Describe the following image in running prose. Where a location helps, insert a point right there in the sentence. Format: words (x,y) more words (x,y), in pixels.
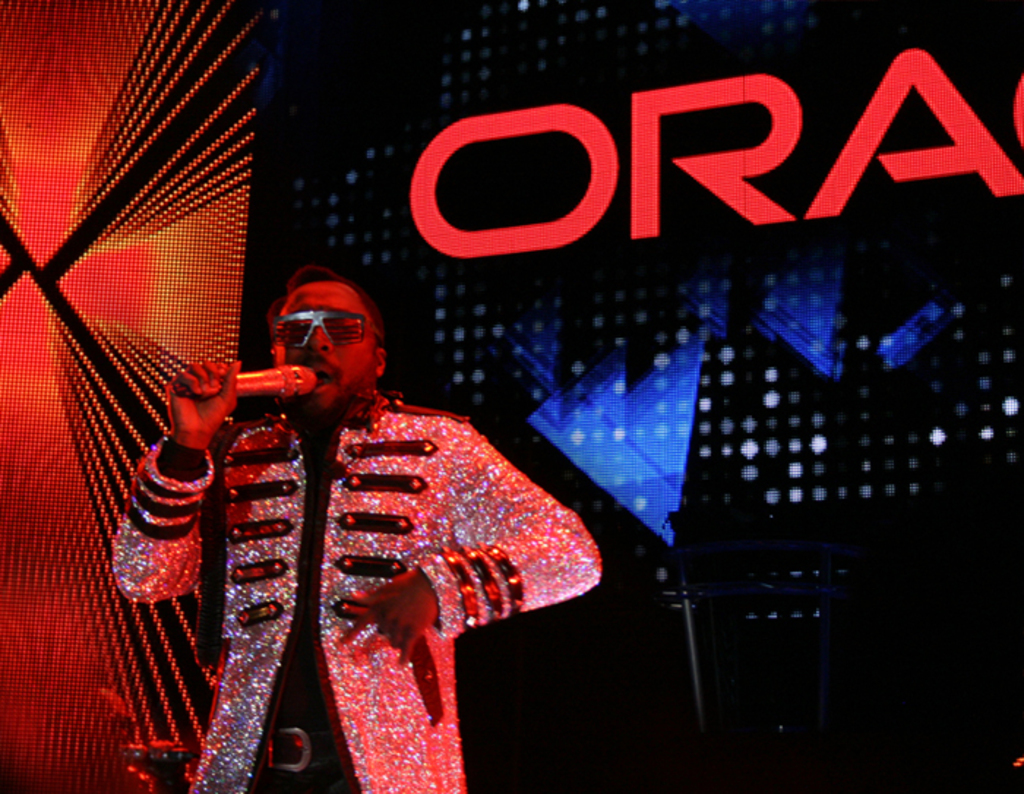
In this image we can see a person (299,616) wearing a costume (299,616). A person (255,480) is speaking into a microphone (301,372). There is a digital screen (531,208) in the image. There is some text (648,188) on the screen (638,210).
